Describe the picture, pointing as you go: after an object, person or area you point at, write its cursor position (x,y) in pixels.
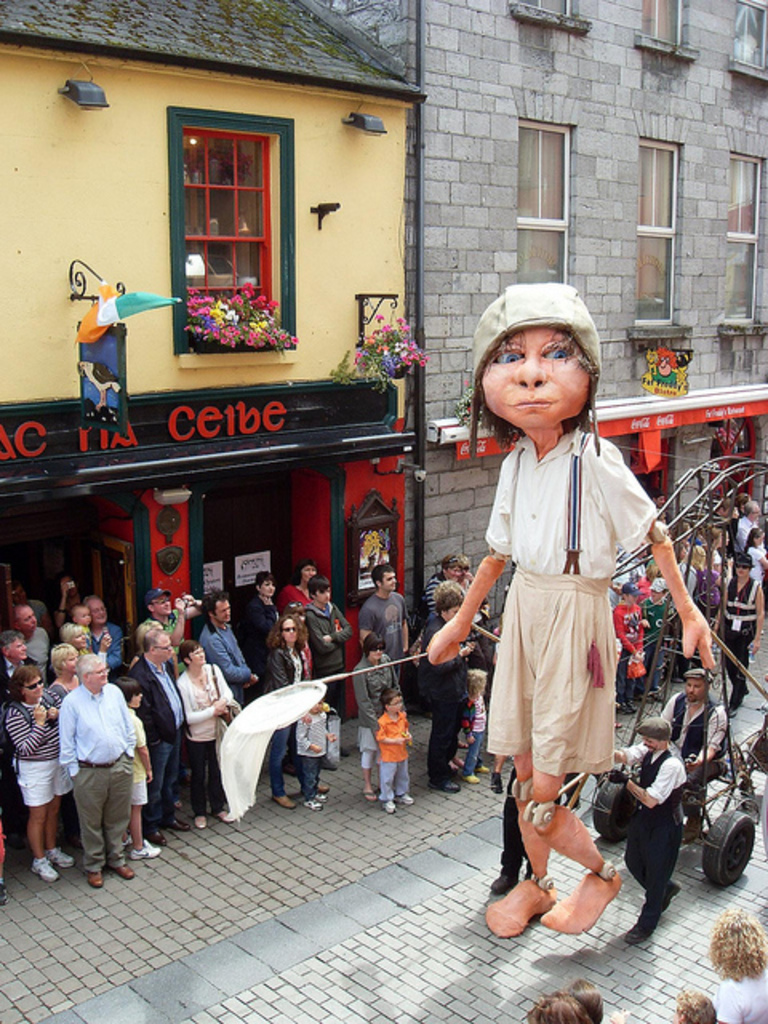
On the right side of the image (516,657) we can see a puppet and there are people (269,663) standing. We can see a trolley (710,841). In the background (206,459) there are buildings (335,201).
